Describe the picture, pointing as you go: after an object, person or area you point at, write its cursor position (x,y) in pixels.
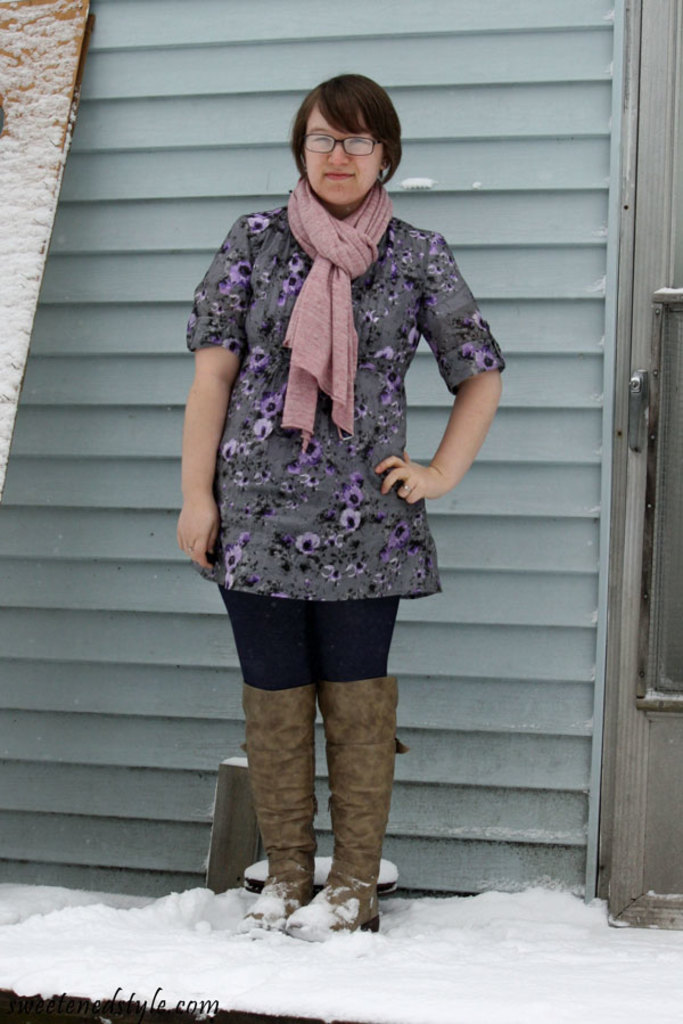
A lady (344,427) is standing in the image, she is wearing a snow boot (360,822), she is wearing a specs (349,155).
